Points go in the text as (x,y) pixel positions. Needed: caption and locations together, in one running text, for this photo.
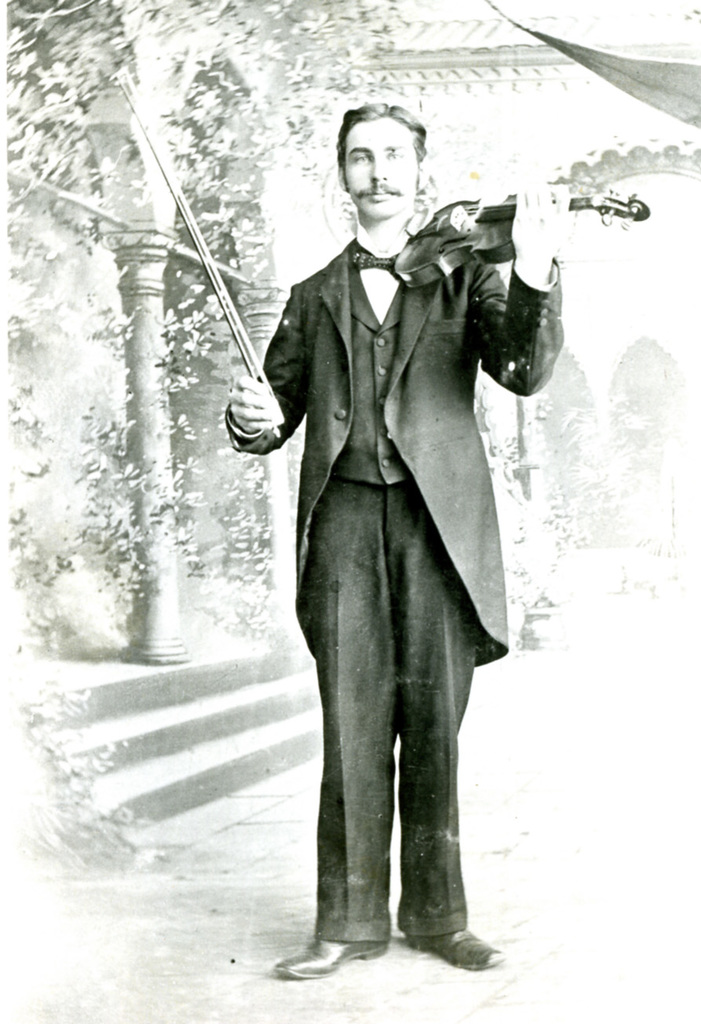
In this image, we can see a person (449,642) is holding a violin (470,237) and stick (197,247). Background (585,450) we can see pillars (154,617), stairs (224,664), plants (235,546).
